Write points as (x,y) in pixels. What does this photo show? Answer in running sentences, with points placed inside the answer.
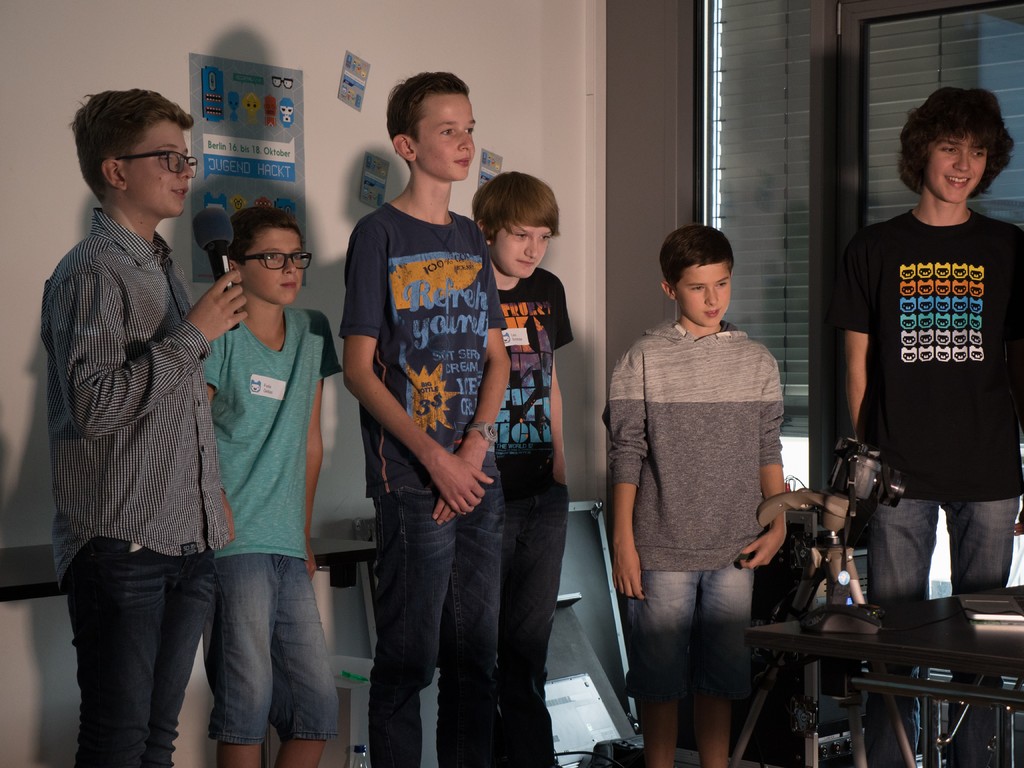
There are groups of people (438,297) standing and smiling. This boy (152,274) is holding a mike (214,276). These are the posters (341,78) attached to the wall (412,63). I can see a book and a camera (881,495) with the stand (834,586) is placed on the table (947,656). This looks like a glass door (852,53). I think this is a curtain sheet (768,235) hanging.
